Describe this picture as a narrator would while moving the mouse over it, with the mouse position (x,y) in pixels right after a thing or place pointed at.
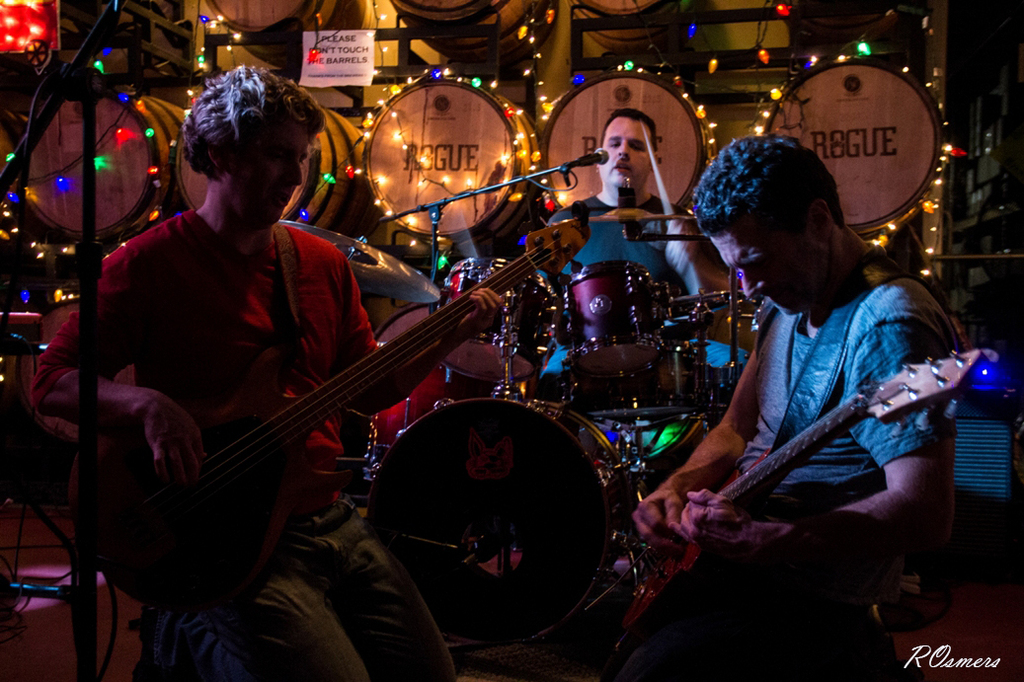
This image consists of three men (197,291) playing music. In the front (248,413), the two men (190,436) are playing guitars (217,513). In the background (597,251), there is a man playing drums (617,220) and singing. In the background (672,77), there are barrels (857,200) stacked against the wall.
